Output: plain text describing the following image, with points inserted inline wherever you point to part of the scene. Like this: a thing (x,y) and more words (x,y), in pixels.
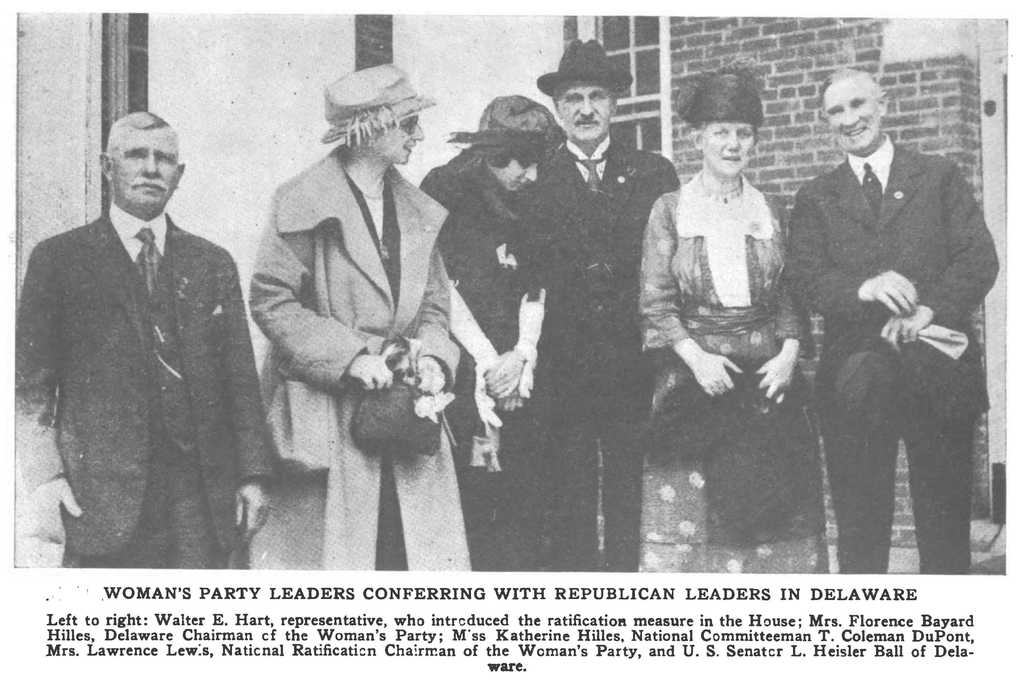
This is a black and white image, and in this image there are a group of people (387,308) who are standing and some of them are wearing hats (367,90). In the background (405,21) there are buildings (973,20), and at the bottom of the image (200,634) there is text (467,635).
